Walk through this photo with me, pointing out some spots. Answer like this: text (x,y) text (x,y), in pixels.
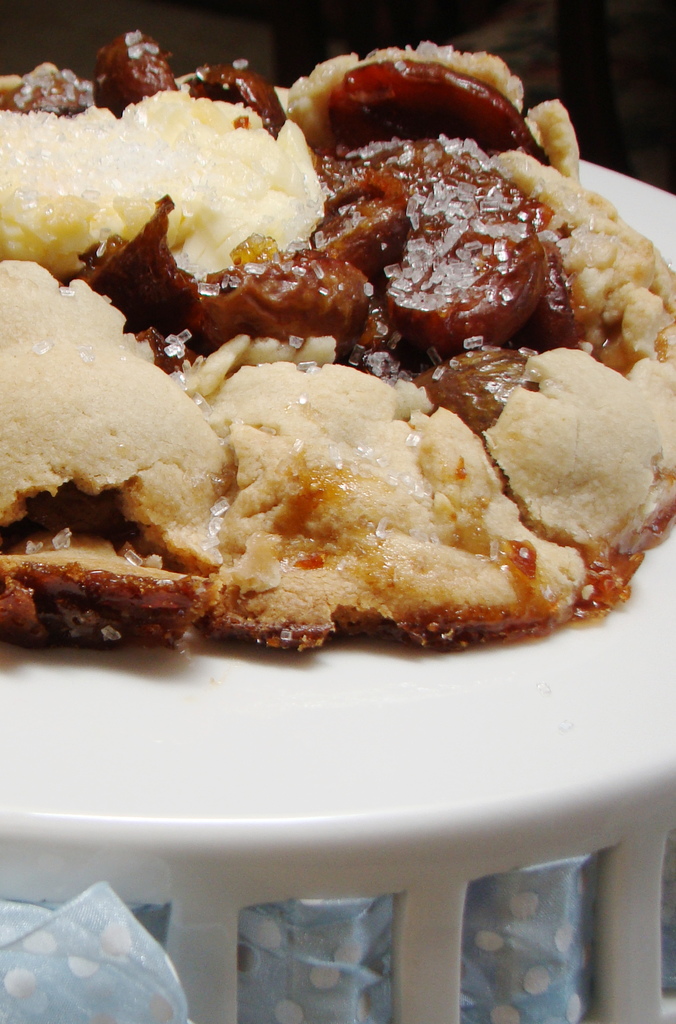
In this picture we observe a white plate (332,826) on which there is a fruit tart (220,555) on which sugar (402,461) is sprinkled.
